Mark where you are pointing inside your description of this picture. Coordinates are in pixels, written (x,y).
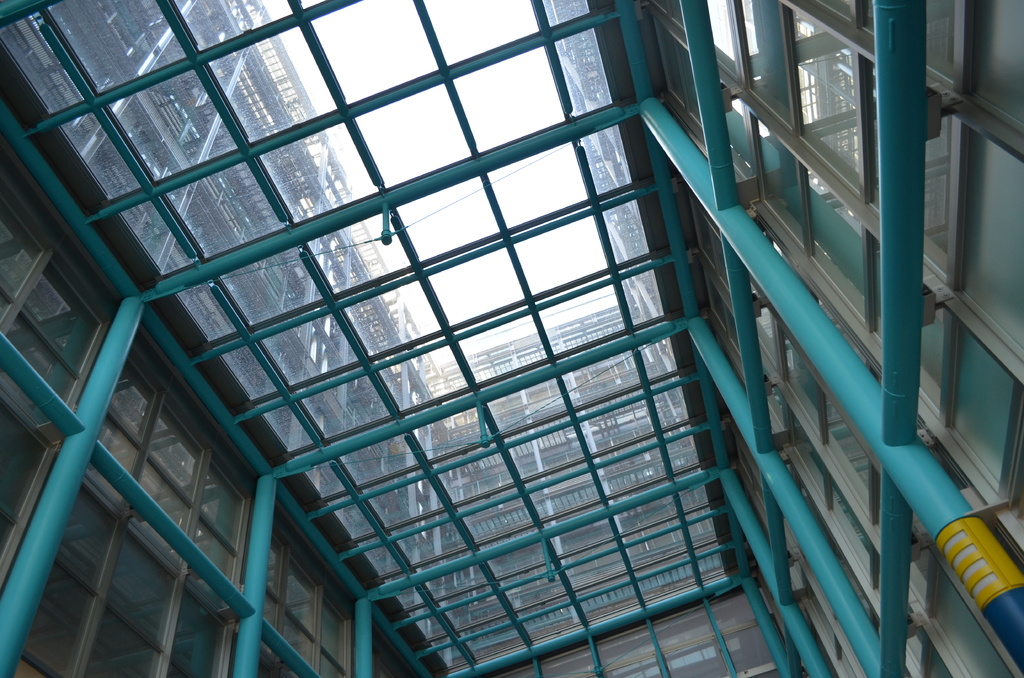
In this image we can see one big glass building (180,288) with blue poles (517,239) and at the top (372,140) there is the sky (407,130).
